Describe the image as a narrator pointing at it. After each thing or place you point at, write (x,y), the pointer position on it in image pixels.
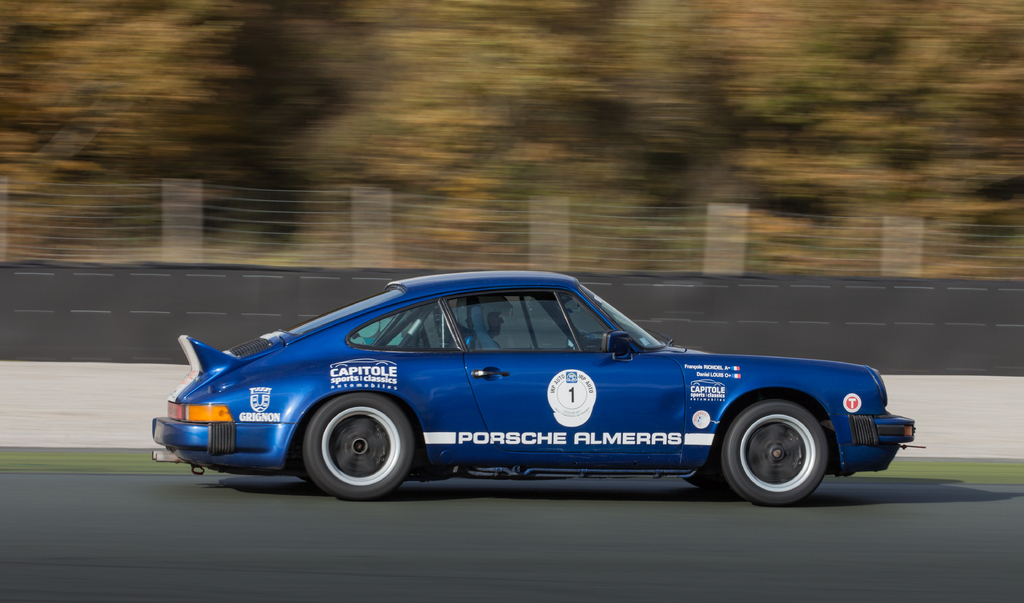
In the image we can see there is a car (533,377) moving on the road (583,531) and the car (525,374) is in blue colour. There is a person (490,333) sitting in it and wearing helmet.
